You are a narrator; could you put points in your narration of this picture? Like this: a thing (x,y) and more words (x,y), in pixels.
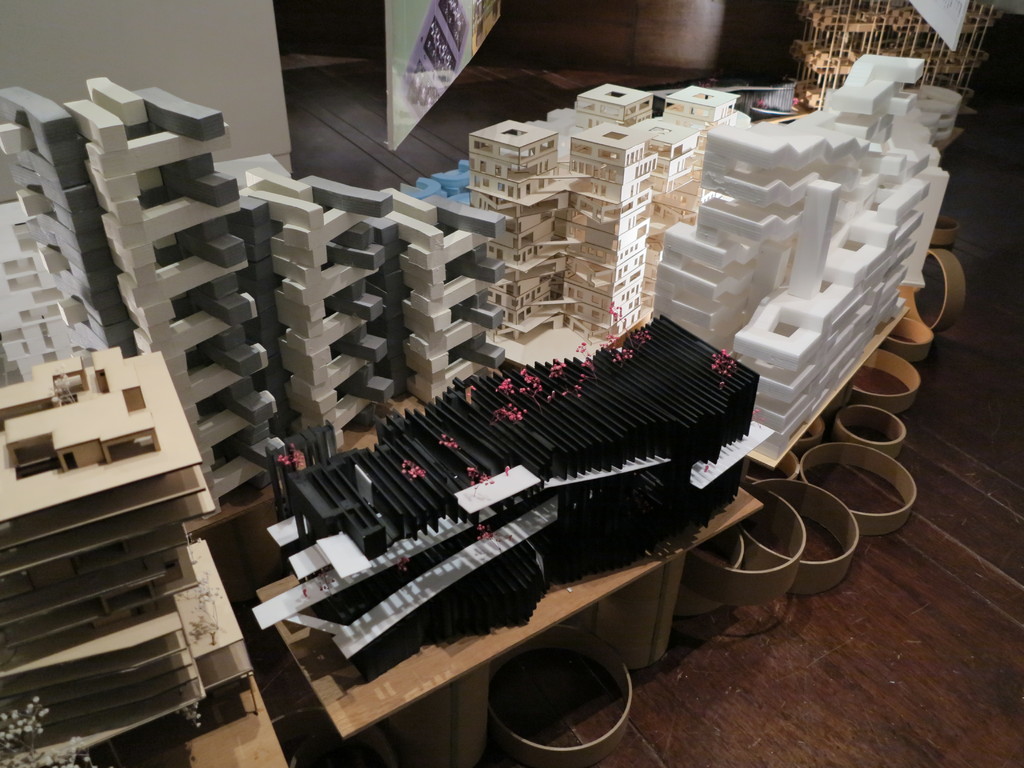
In this image I can see the brown colored surface (930,679) on which I can see few rings (725,579), a cardboard sheet (422,685) and on which I can see few miniatures of structures (150,570) which are brown, white, black and cream in color. In the background (195,27) I can see the white colored wall (203,43), a banner (395,45) and another miniature (874,45) which is brown in color.
